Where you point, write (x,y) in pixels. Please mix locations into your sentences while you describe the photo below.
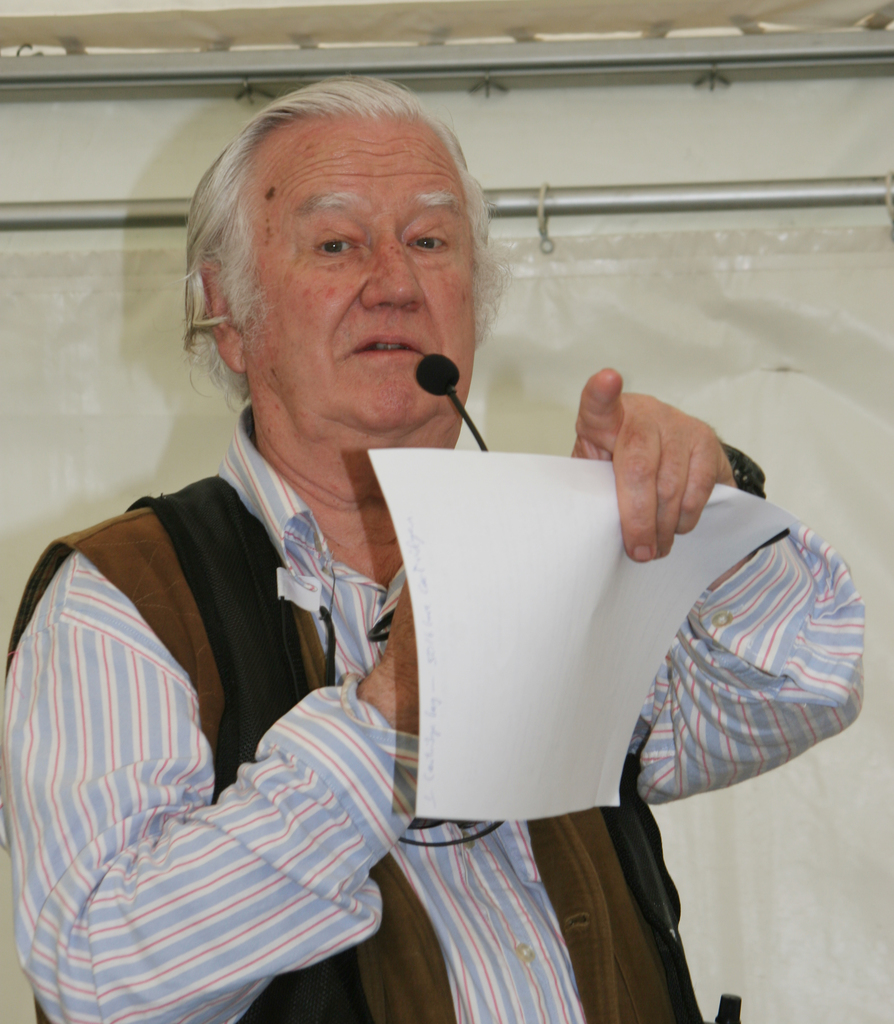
In this picture we can see a person (393,349) standing and holding a paper (564,638), we can see a microphone (481,435) here, in the background (504,368) there is a wall (755,331).
